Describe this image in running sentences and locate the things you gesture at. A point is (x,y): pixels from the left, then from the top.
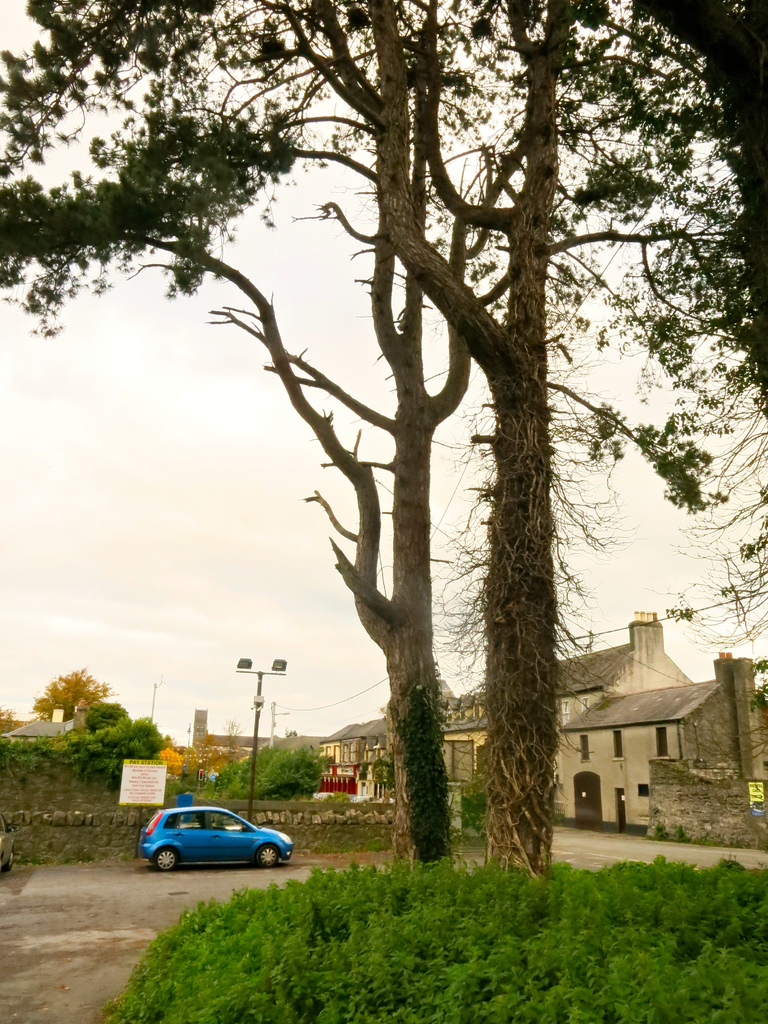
This is a car (221,863), which is blue in color is parked on the road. I can see a board (156,798). This looks like a street light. These are the trees (397,226). I can see the buildings (588,742) with windows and doors (621,792). These are the plants (506,959).
